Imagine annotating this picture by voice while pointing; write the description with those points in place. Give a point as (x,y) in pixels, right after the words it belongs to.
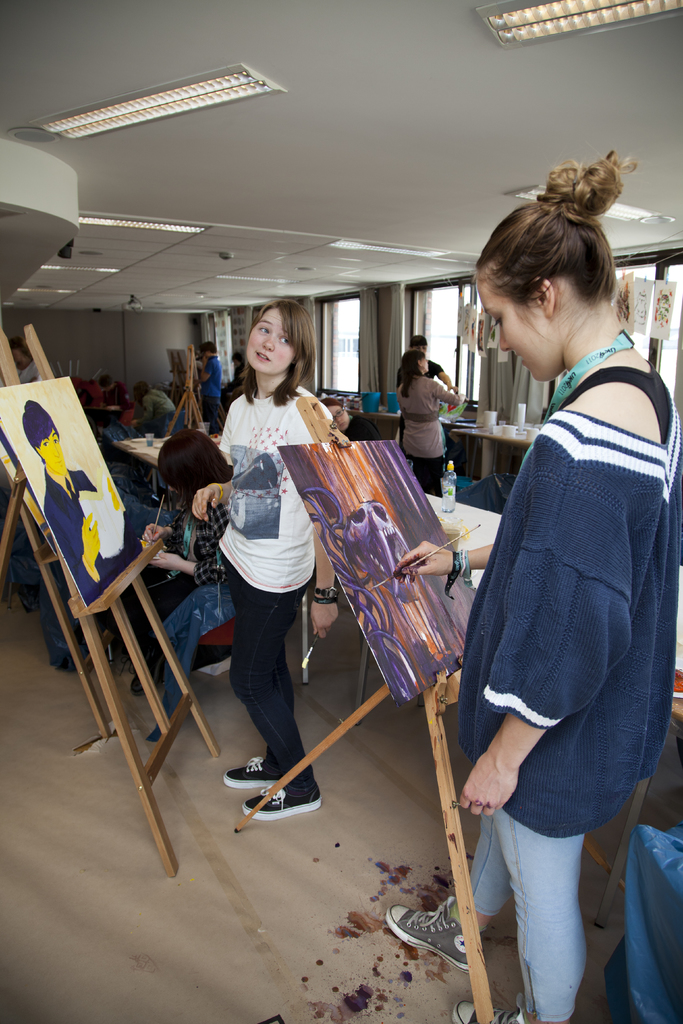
Two women (292,410) are painting with canvas (69,535) and stand (79,598) in front of them. There are some other people (233,389) behind them.
